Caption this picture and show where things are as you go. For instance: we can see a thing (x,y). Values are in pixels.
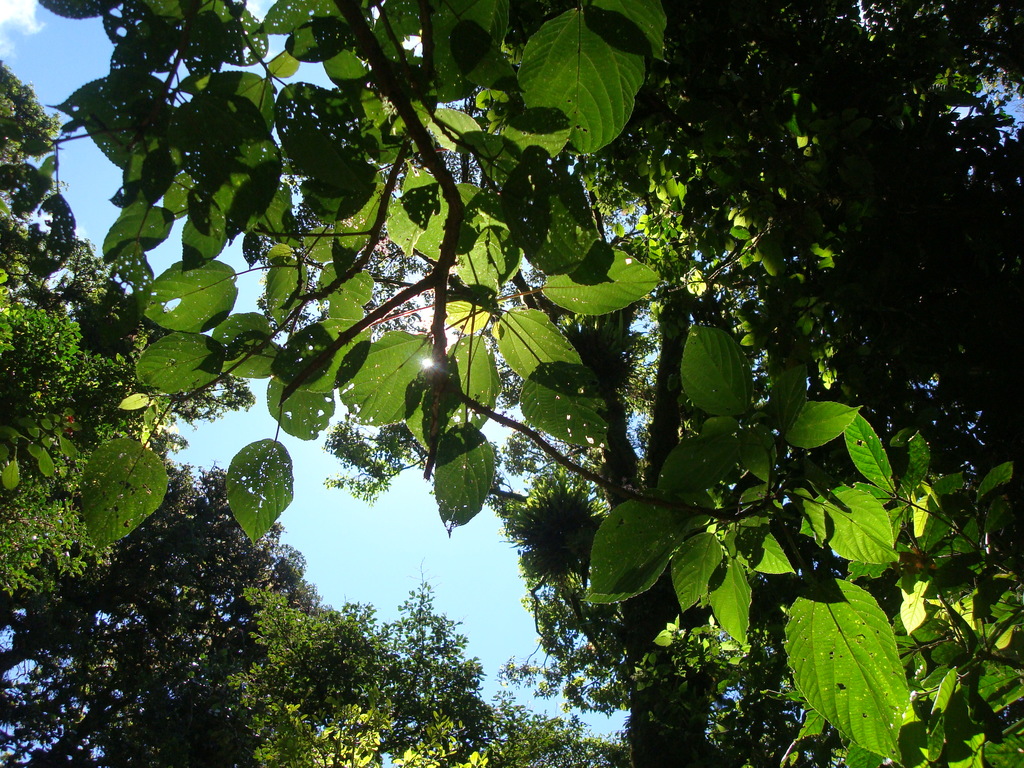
In this picture there are few trees (655,517) and the sky (294,539) is in blue color.
